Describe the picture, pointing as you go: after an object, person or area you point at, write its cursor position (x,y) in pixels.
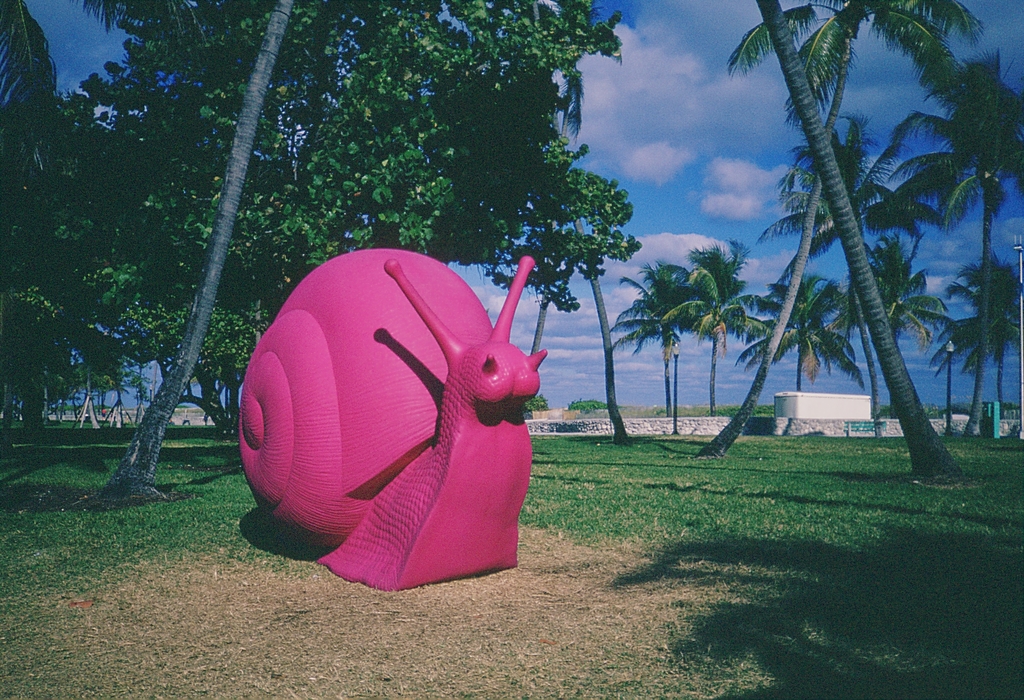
In this image there is a snail inflatable object (265,405) on the surface (581,466) of the grass (612,467), in the background of the image (269,324) there are trees (773,292).
